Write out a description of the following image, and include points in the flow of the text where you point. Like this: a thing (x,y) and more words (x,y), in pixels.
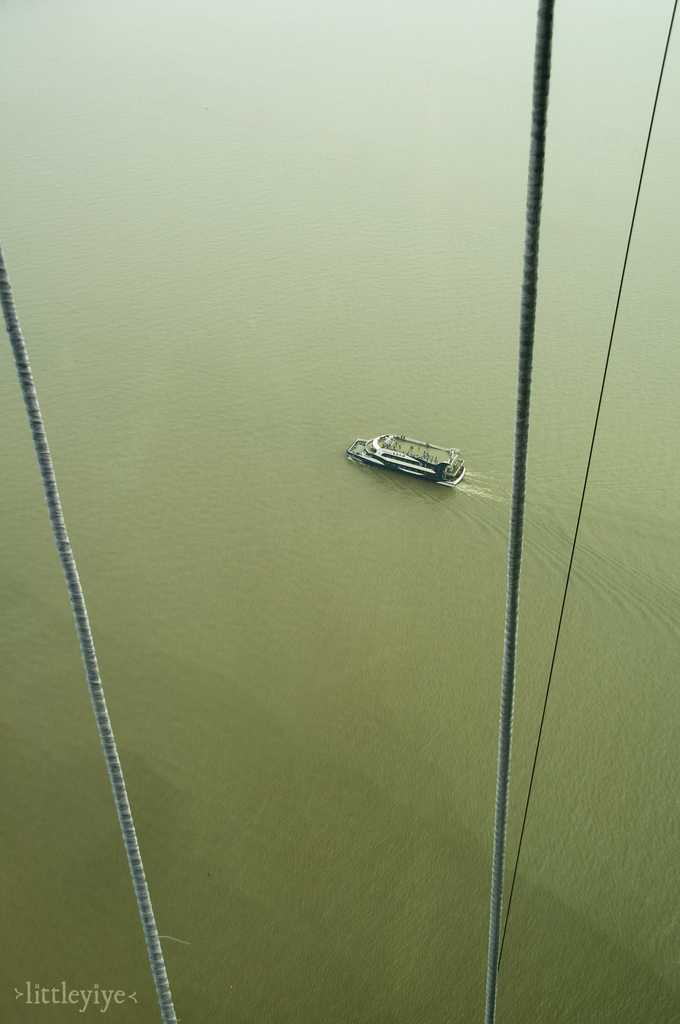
In the image we can see water (462,333). Above the water (436,421) there is a boat (451,459).
